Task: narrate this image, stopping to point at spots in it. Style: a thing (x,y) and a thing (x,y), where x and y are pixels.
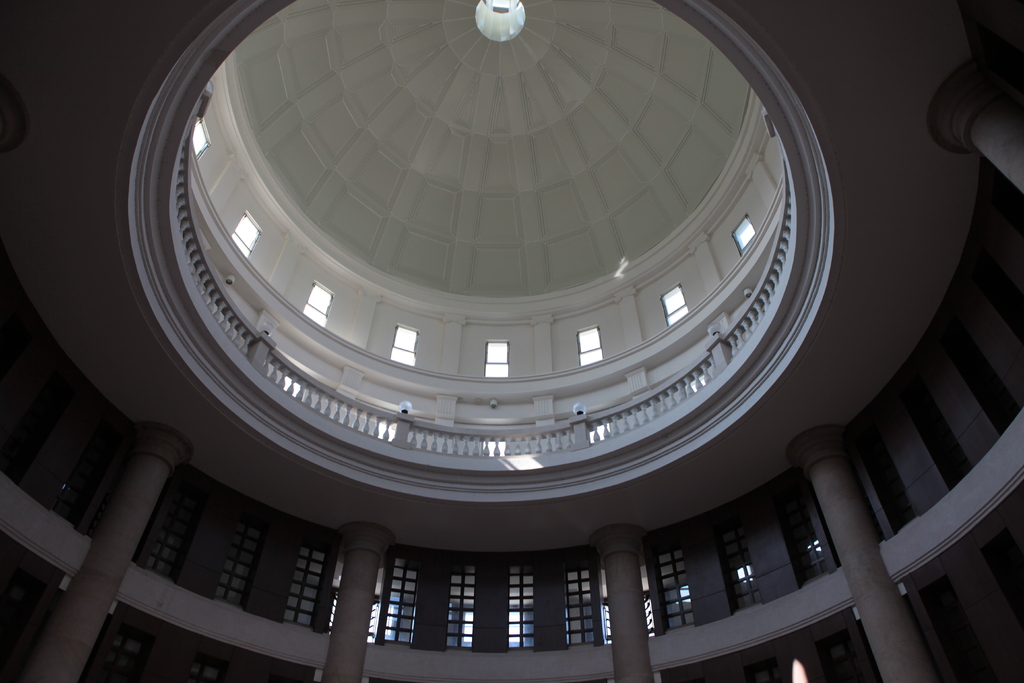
This is the inside view of a building (488,212) and here we can see a fence (505,432), windows (980,370), pillars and other objects (504,44).
